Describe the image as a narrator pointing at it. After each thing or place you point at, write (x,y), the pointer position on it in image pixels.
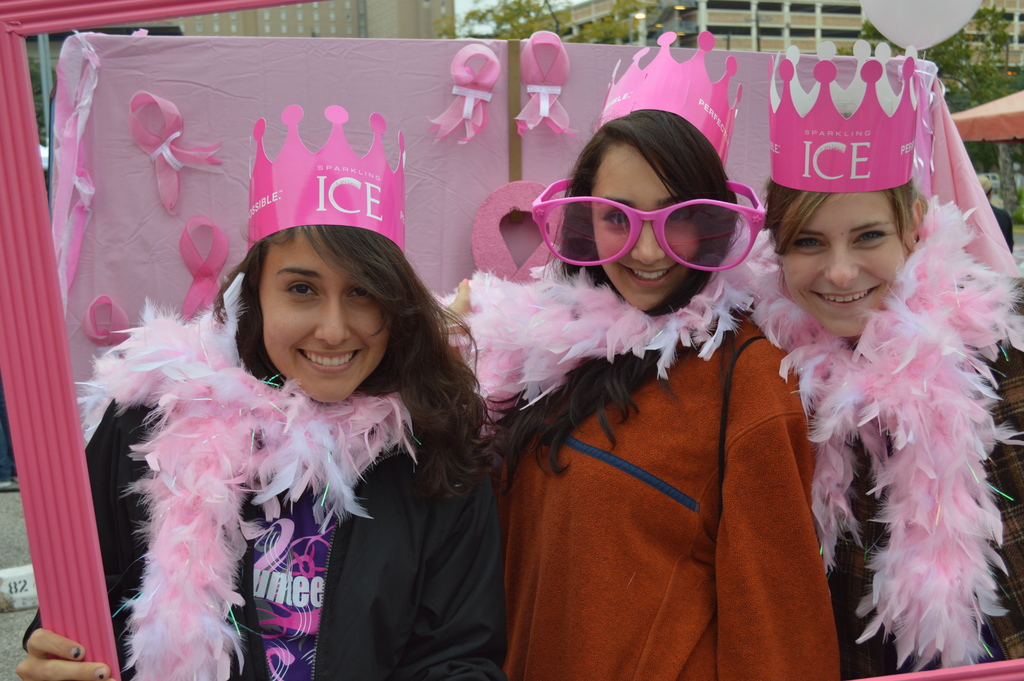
In this picture we can see three girls (769,412) are standing and smiling, they wore crowns (833,148), in the background (874,30) there are buildings (582,10) and trees (928,58), we can see a balloon (910,30) at the right top of the picture (898,25), in the background (474,181) there is a cloth (370,83) and ribbons (465,81).
